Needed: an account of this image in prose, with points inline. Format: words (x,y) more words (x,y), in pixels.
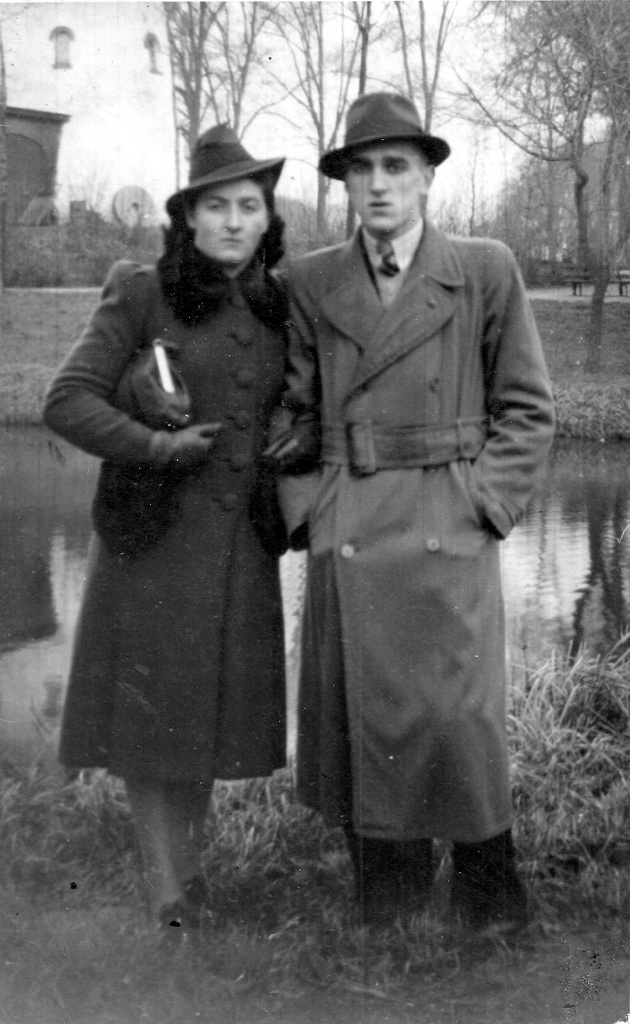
In this picture we can see a man (405,473) and a woman (274,488) standing in the front (280,454), they wore caps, at the bottom (560,784) there are some plants (101,856), we can see water (37,525) in the middle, in the background (582,30) there are some trees (602,25), a bench (575,281) and a building (135,135), we can see the sky (439,7) at the top of the picture (463,72), it is a black and white image.
